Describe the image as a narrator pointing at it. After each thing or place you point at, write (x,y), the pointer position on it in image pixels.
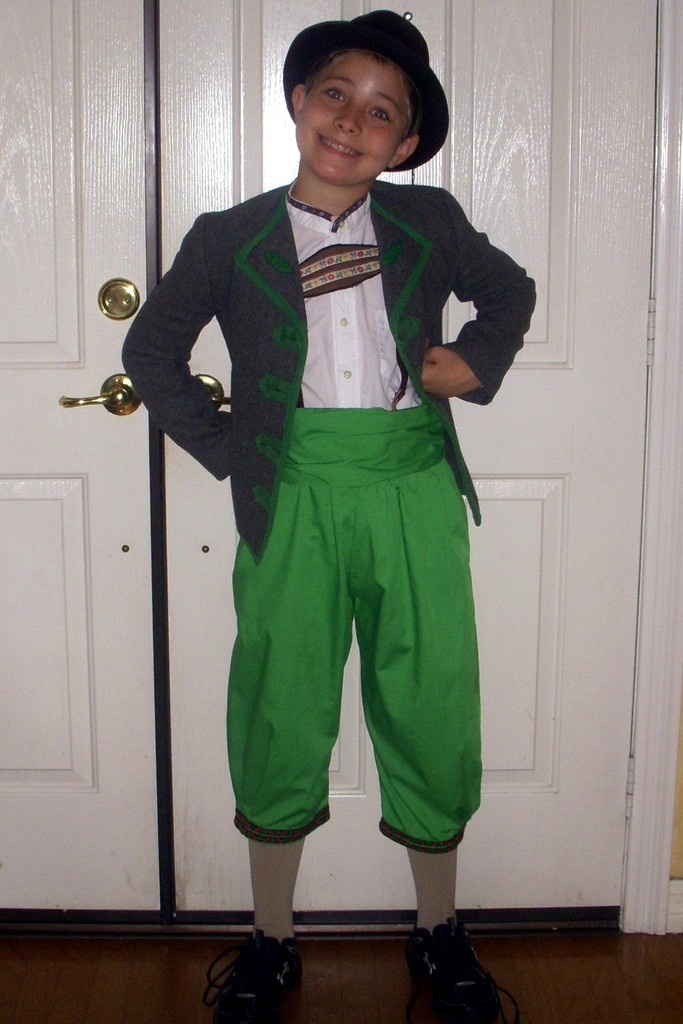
In this image we can see a boy (326,315) wearing the hat (358,27) and smiling and also standing on the floor (309,952). In the background (143,503) we can see the white doors (214,161).
